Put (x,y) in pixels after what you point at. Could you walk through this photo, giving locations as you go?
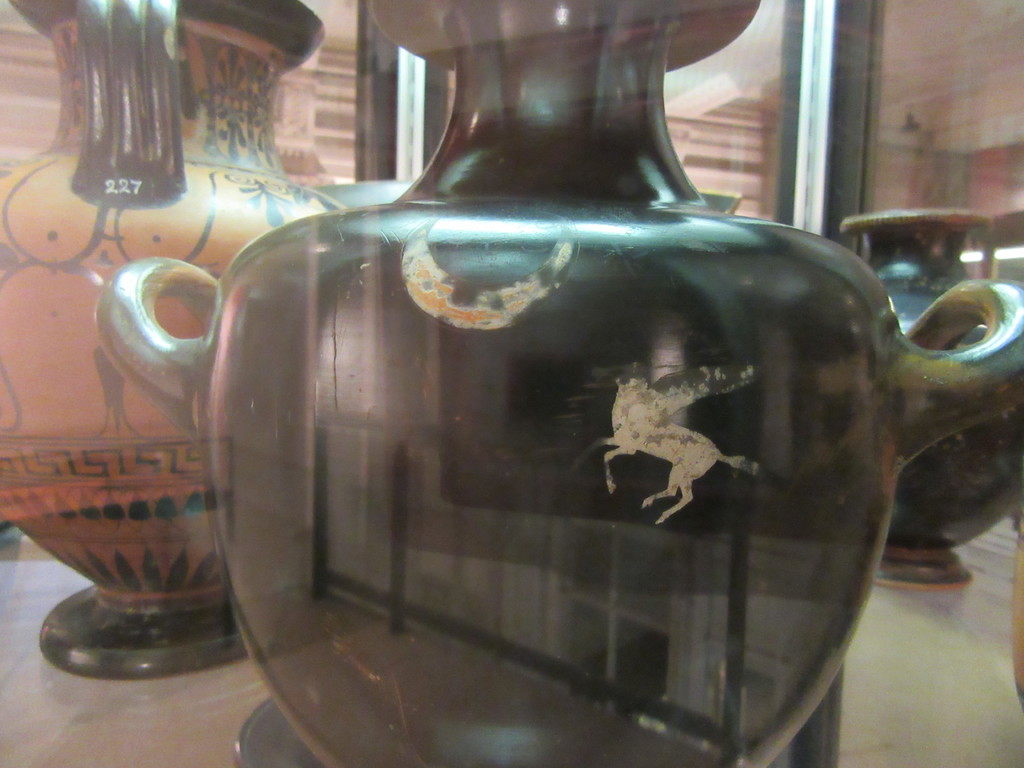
In the image we can see flower vases (492,108) on the surface (933,642).
